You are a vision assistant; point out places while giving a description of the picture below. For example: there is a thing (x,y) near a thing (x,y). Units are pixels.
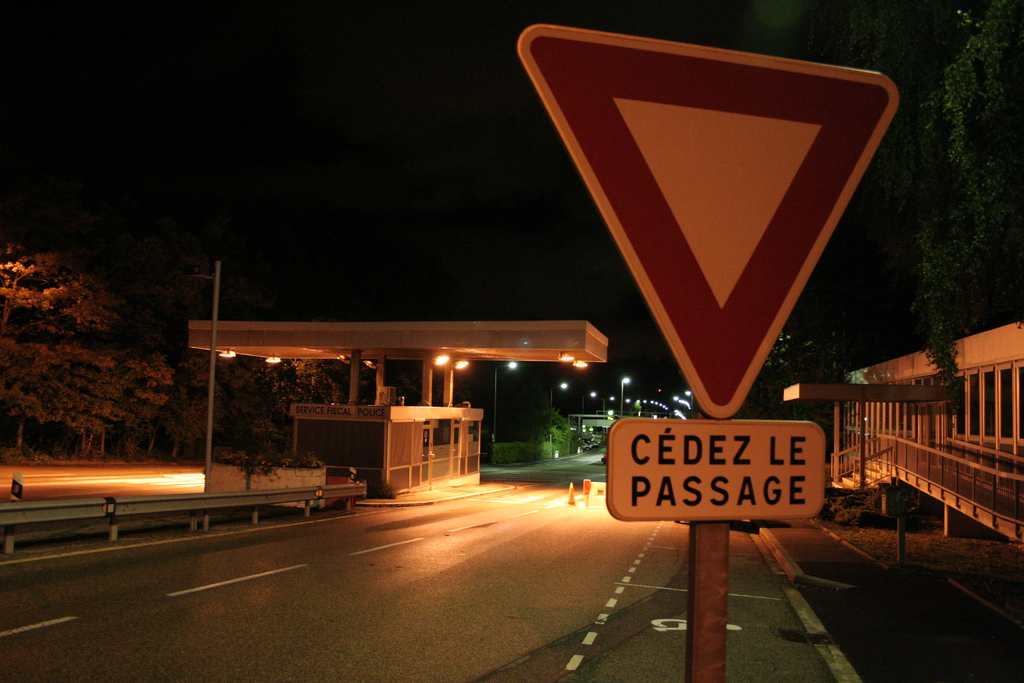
In this image we can see a sign board (704,481). In the background (560,581), we can see roads (560,581), buildings (984,417), railing (257,491), poles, lights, pavement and trees (175,314).
